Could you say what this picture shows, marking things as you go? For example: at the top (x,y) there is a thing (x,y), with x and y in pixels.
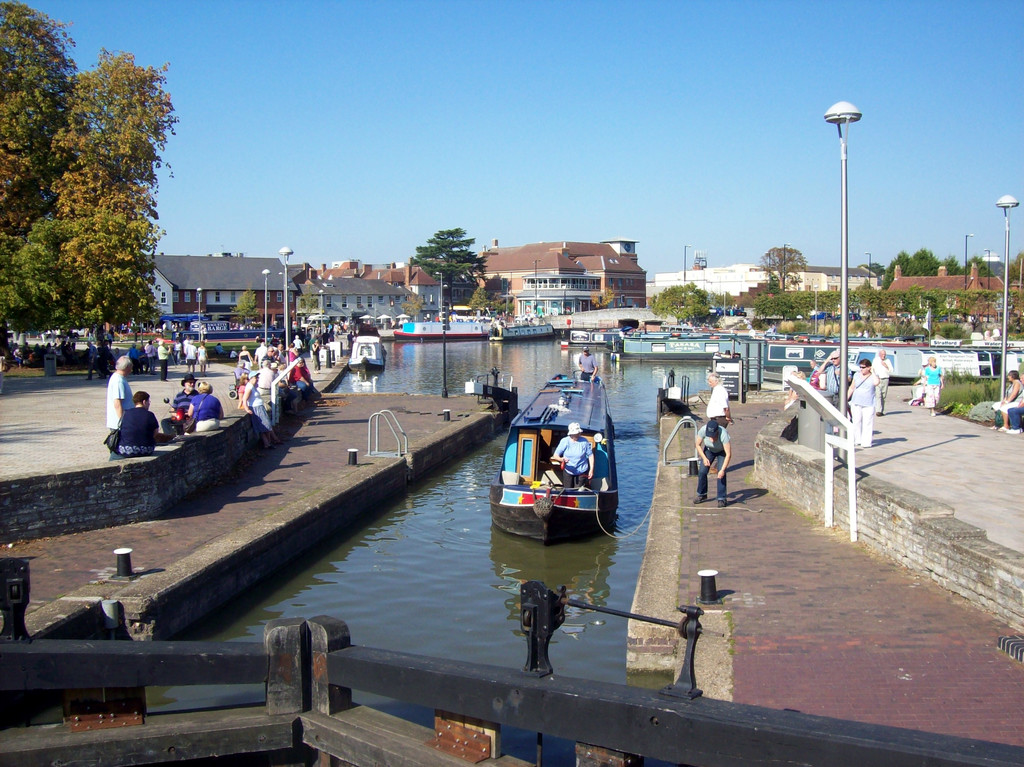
This picture shows few buildings (339,316) and we see trees (451,258) and few pole lights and few boats (562,346) in the water (464,480) and we see few people (111,407) standing and few are seated and few are walking and a blue sky (789,192).
